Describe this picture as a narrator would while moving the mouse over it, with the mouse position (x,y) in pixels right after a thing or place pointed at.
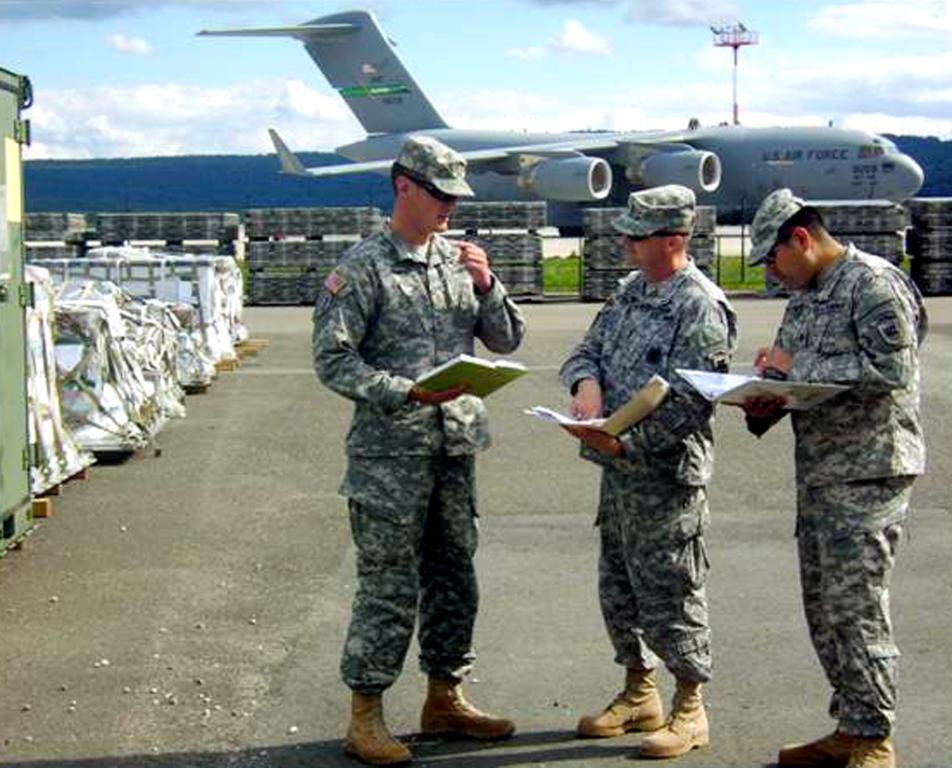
In this image, we can see three persons (601,573) are standing and holding books (550,418). Background (942,221) we can see an aircraft (698,142), few objects (103,319), grass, hill (933,165), pole (736,121) and cloudy sky (538,85).
